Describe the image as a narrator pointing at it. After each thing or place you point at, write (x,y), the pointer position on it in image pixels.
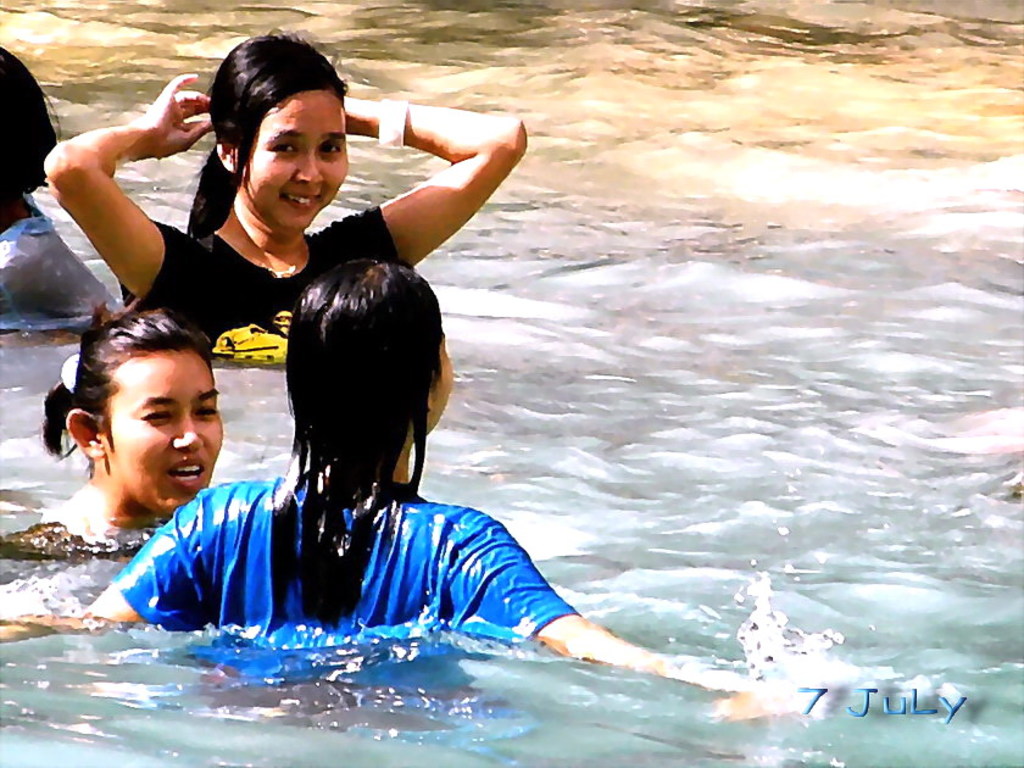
On the left side of the image (133,428), we can see few people (321,435) are in the water (491,709). Here a woman (293,209) is smiling. Right side (925,702) bottom, we can see a watermark (877,702) in the image.
